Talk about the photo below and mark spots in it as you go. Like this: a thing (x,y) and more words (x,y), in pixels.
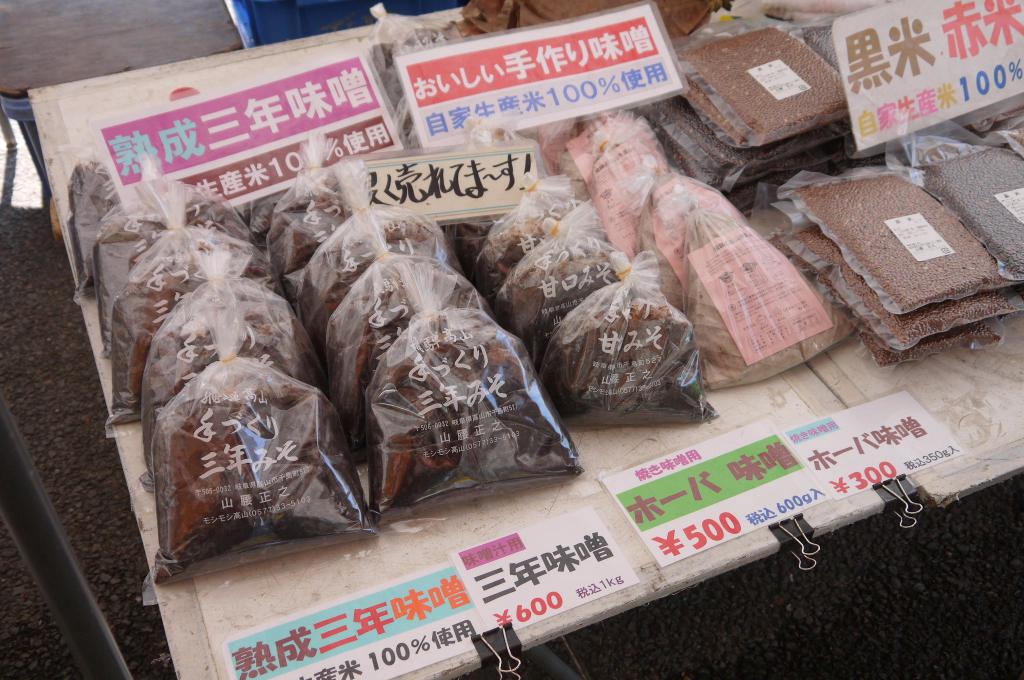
In the foreground of this picture (132,569) we can see the gravel (711,617). In the left corner (15,446) we can see the metal rod (73,565). In the center (363,352) we can see the tables (1007,353) on the top of which packets (517,303) containing food items (725,90) are placed and we can see the text (676,467) and numbers (384,660) on the pamphlets (597,109) which are placed on the top of the table (966,403). In the background (16,102) we can see some objects (257,14).
